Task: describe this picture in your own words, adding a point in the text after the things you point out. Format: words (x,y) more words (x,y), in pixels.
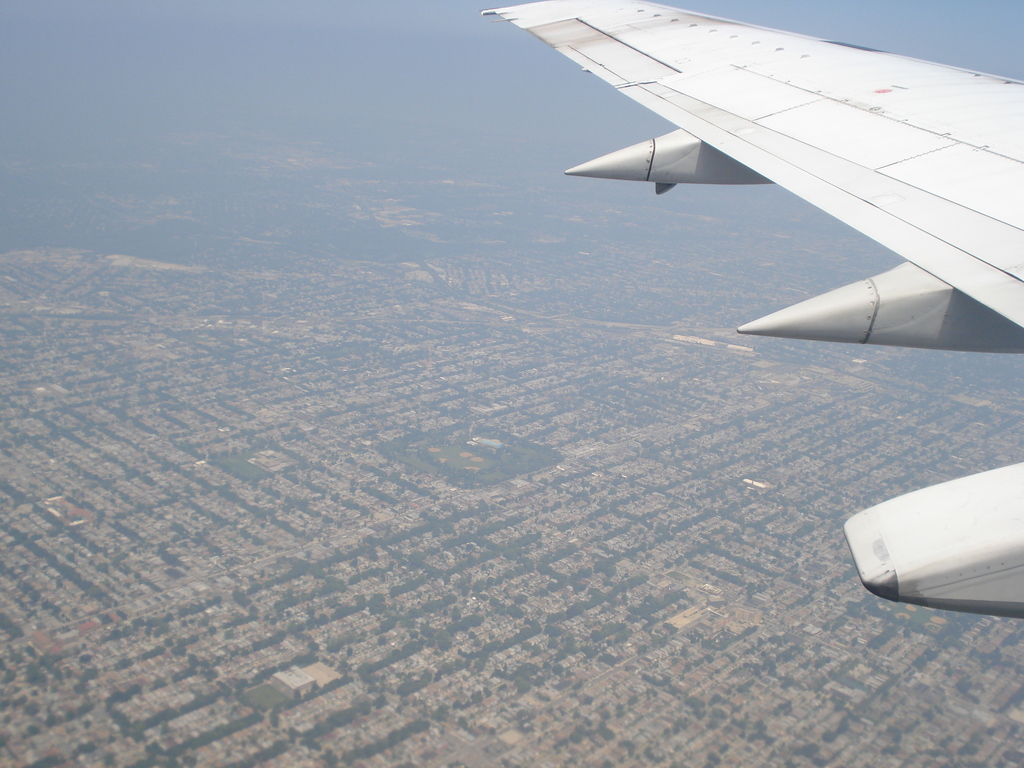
In this image, we can see flight wing (880,226). Background (322,633) there are so many trees (398,653) and house (789,593) we can see.
